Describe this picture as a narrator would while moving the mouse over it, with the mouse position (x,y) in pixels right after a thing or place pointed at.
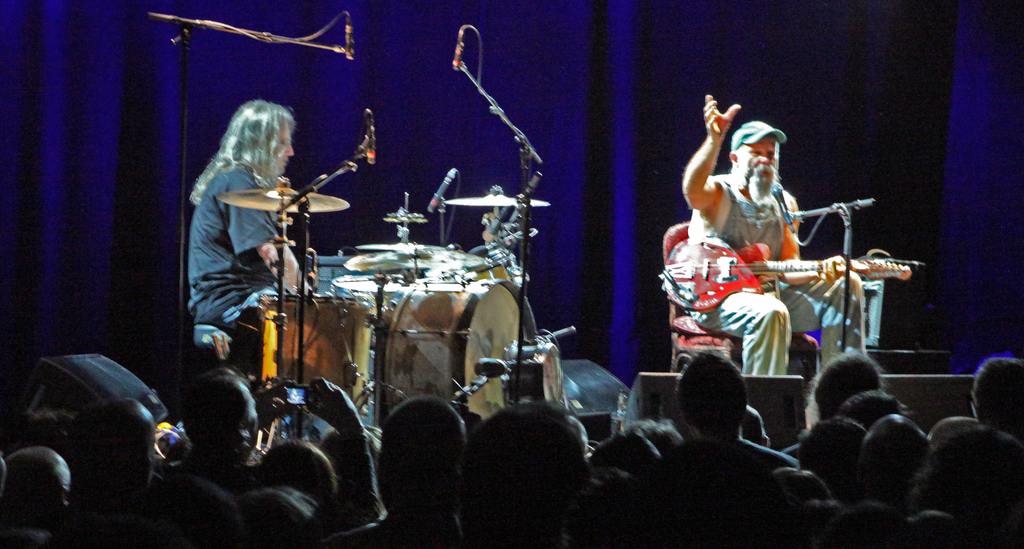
This picture shows two men (751,356) playing musical instruments (890,278) a man (830,257) holding a guitar (703,277) in his hand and speaking with the help of a microphone (783,215) in front him and we see a man (251,286) seated in front of drums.
